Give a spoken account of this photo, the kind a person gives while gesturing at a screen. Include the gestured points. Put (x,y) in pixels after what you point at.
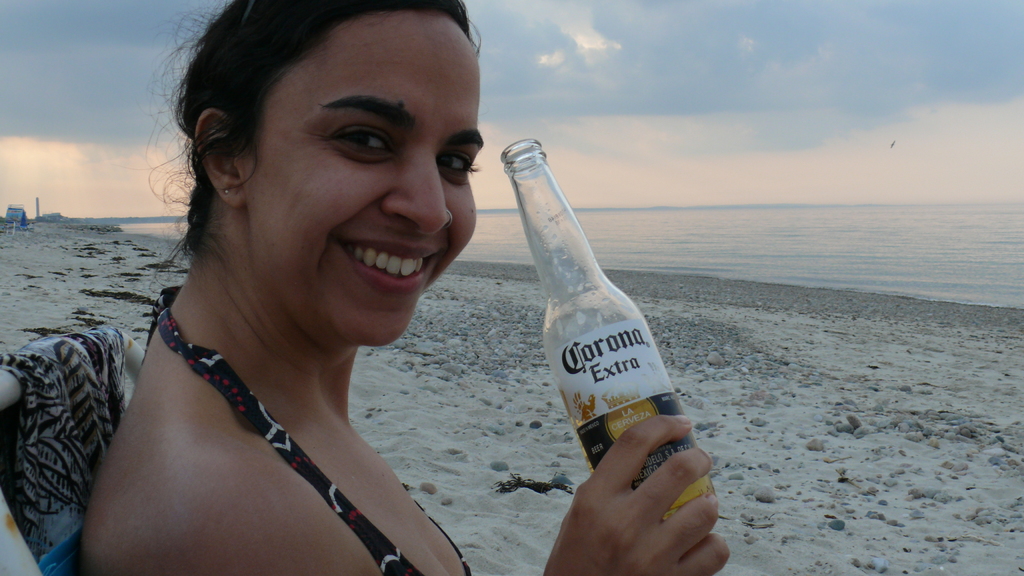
In this picture there is a woman (299,371) who is holding a bottle (630,373) in her hand (619,440) and is smiling. She is sitting on the chair (65,429). There is a sand (44,246). There is a water (787,233). The sky (793,141) is cloudy.
